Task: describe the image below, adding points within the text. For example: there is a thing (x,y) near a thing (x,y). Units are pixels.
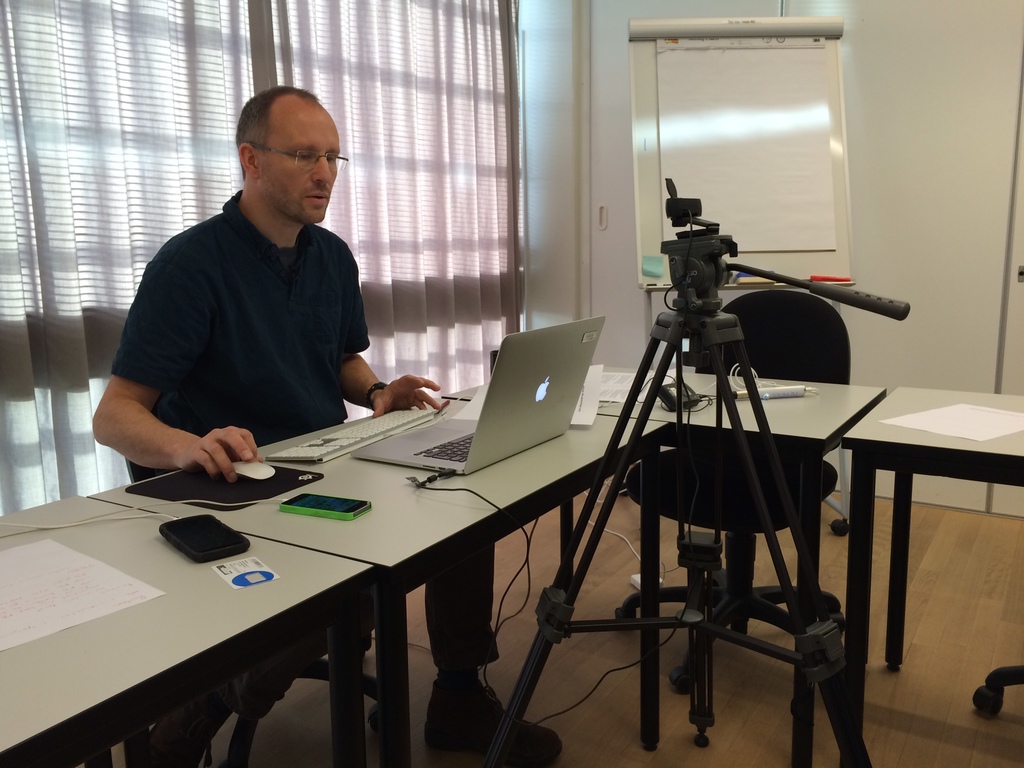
In this image there is a man (193,330) who is sitting and working with the laptop (504,417) which is in front of him. The laptop (438,447) is kept on table (415,468). There is a stand (716,340) in the middle of room (668,655). At the background (374,34) there are curtains (426,31), board (749,147) and wall (924,121). On the table (272,517) there are two mobiles (202,536), papers (72,581) and visiting card (266,575).
